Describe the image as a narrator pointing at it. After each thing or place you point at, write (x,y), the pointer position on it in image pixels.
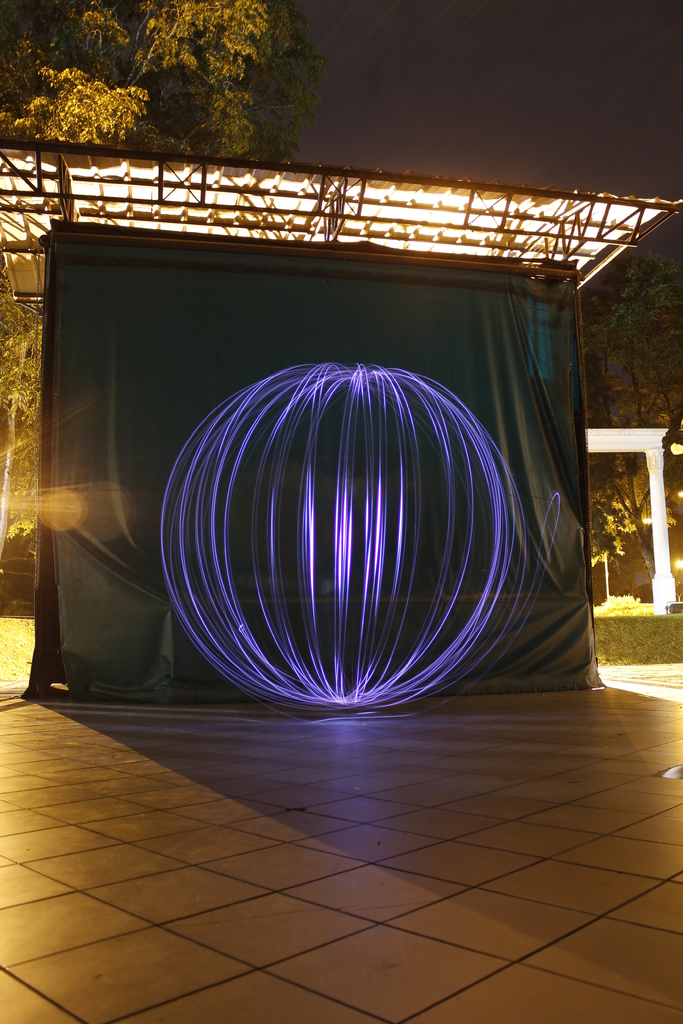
This picture describe about the blue color light ball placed on the floor (344,737). Behind we can see black color curtain (184,365) and above metal frame (168,204) on which white shade (272,180) is seen. In the background (93,101) we can see white color arch pillar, plants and tree (155,75).
